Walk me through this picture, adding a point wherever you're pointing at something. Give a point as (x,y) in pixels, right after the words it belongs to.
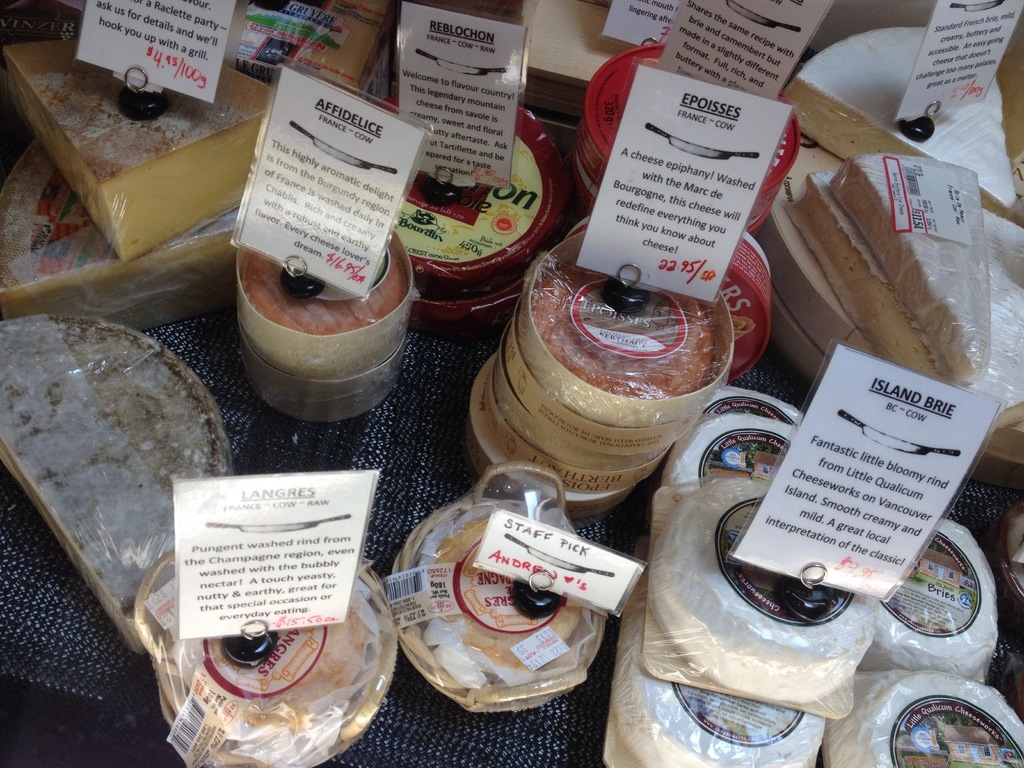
As we can see in the image there is a table (432,694). On table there are posters (516,572). On posters (807,481) there is something written.
